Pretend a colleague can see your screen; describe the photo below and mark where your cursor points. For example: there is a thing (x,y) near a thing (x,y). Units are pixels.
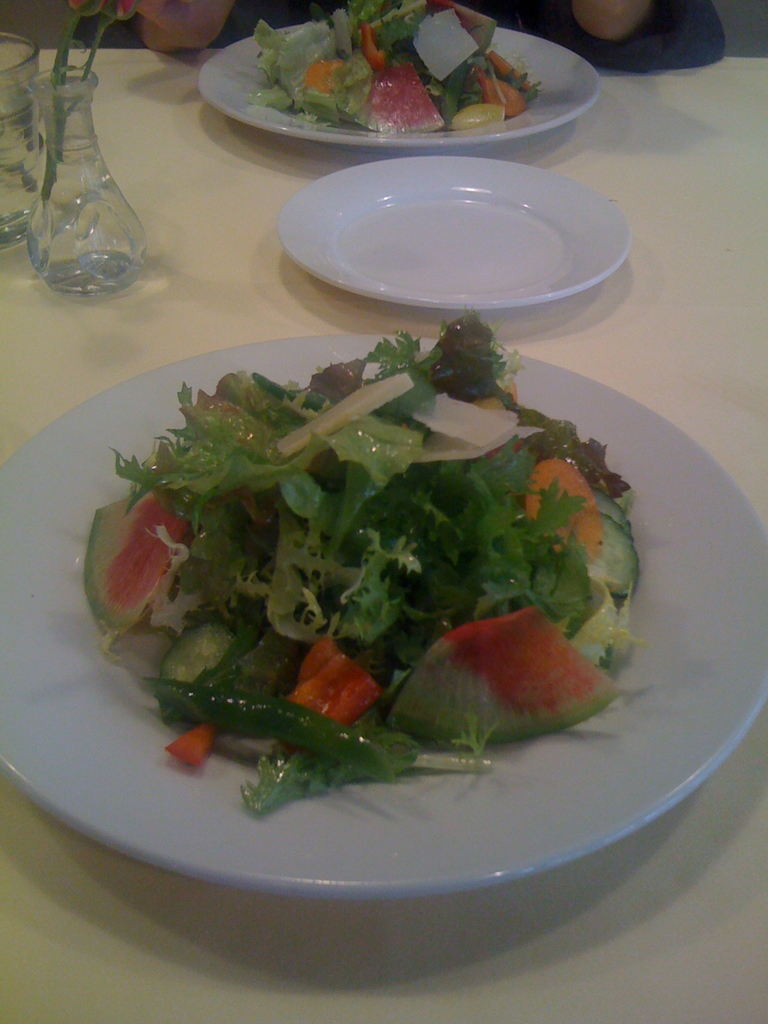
In this image we can see a glass (13,94), vase (52,133) with flowers (52,155) and plates (383,139) on a surface (269,945). On two plates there are salads (367,4). In the back (614,31) we can see a person (197,3).
